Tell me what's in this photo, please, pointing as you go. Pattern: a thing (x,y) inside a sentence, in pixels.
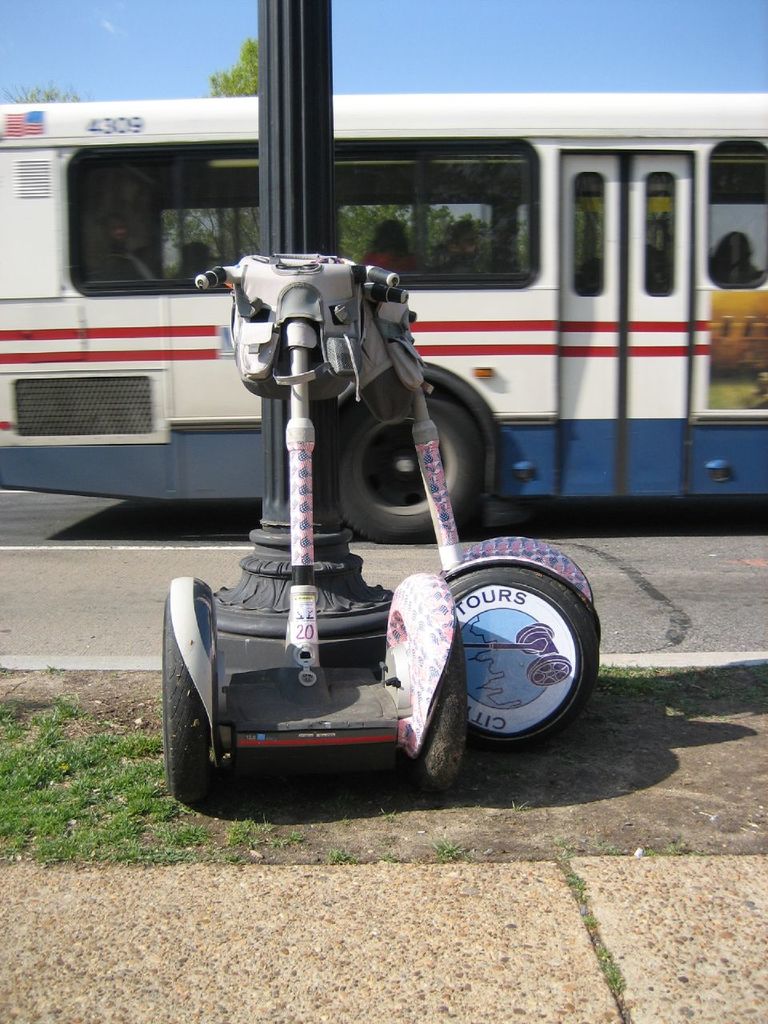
In this image, there is a bus (553,284) on the road (643,533). There are electric vehicles (371,686) beside the pole (277,425). There is a sky (385,40) at the top of the image (350,35).
